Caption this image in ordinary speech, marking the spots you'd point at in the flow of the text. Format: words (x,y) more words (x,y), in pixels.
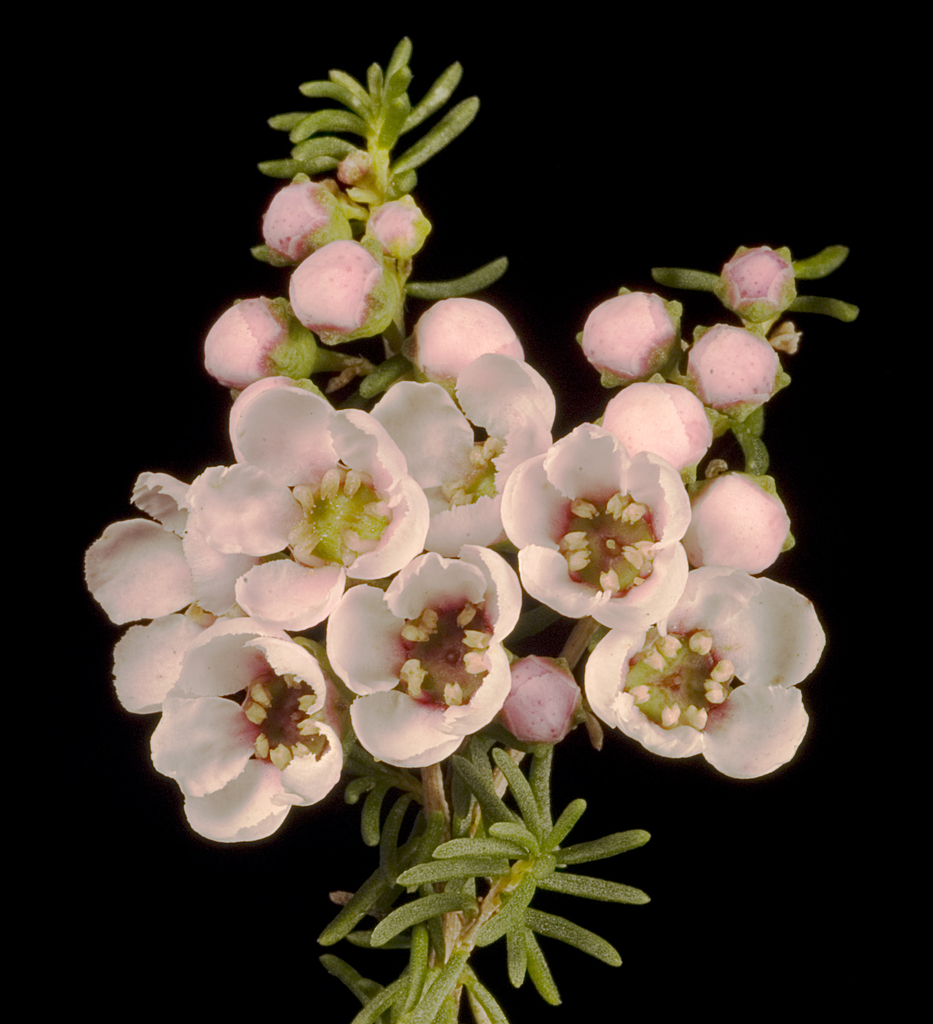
In the picture I can see some flowers (422,596) which are pink in color.
